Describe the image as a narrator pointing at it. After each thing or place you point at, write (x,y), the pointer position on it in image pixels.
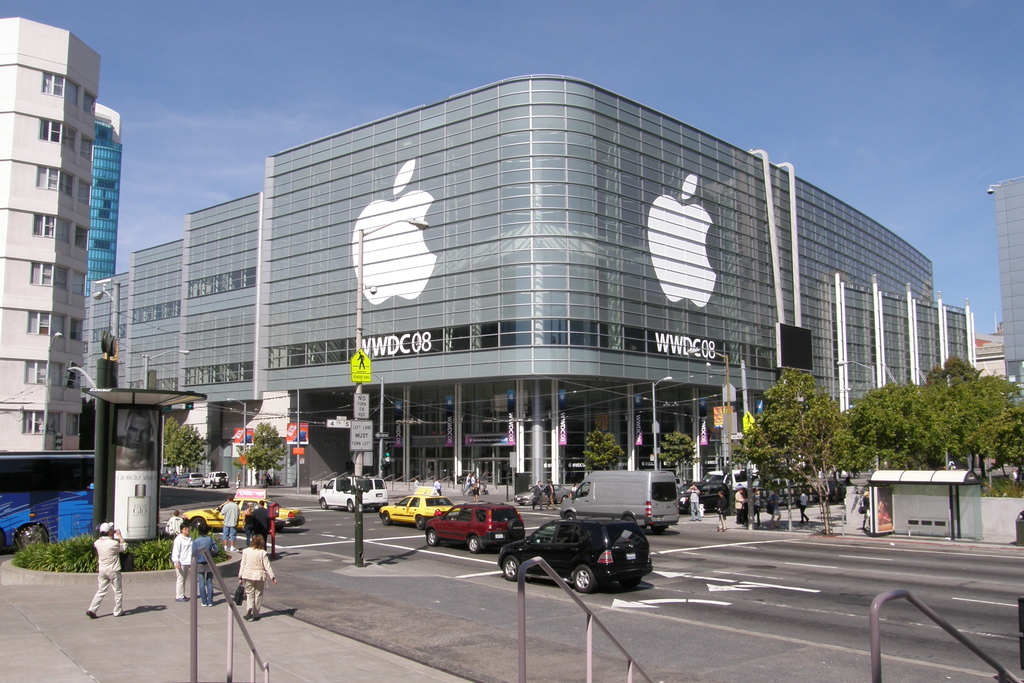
In this image there is a road (675,654) at the bottom (496,590). On the road (476,607) there are so many vehicles (416,505). On the left side (102,546) bottom there are few people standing on the footpath (146,592). In the middle (558,267) there is a building (313,208) on which there is a symbol (671,253). There are light poles (382,452) on the footpath (400,491). At the top (260,55) there is the sky (253,30). On the right side (911,436) there are plants (890,441) beside the road (859,583).
